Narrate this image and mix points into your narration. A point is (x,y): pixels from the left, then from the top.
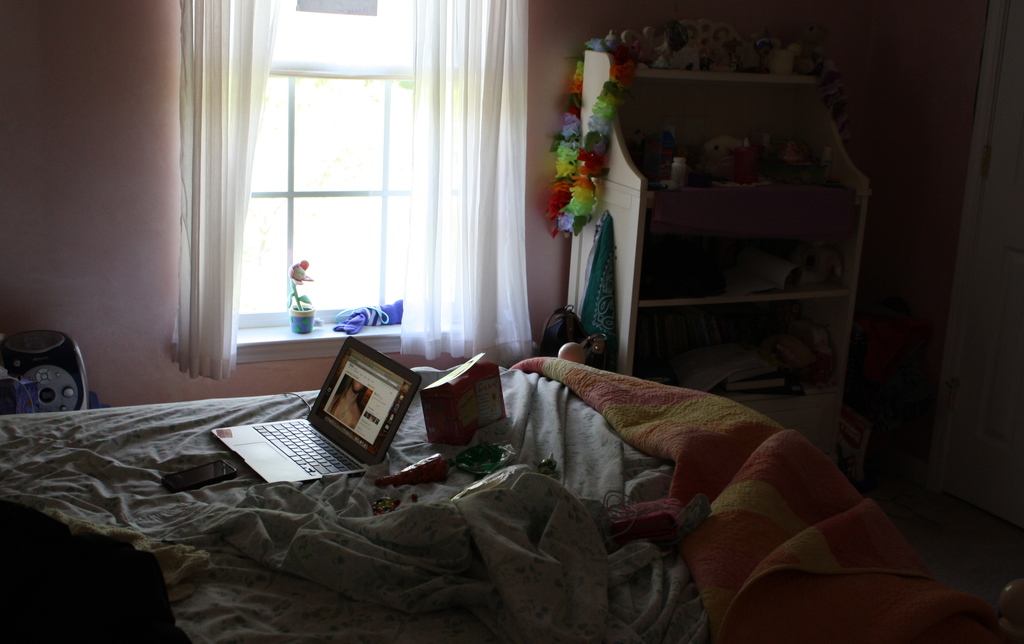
In this image there is an object (66,345) and wall (150,130) in the left corner (160,131). There is a bed (52,433), laptop (356,368), phone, blanket (705,539) and other objects (73,612) in the foreground (674,544). There is a wooden rack (657,69) with objects (808,249) on it in the right corner (822,248). There is a wall (551,246), curtains (462,2) and window (250,232) and small potted plant (308,296) in the background (314,334). And there is a floor (904,510) at the bottom (915,526).
